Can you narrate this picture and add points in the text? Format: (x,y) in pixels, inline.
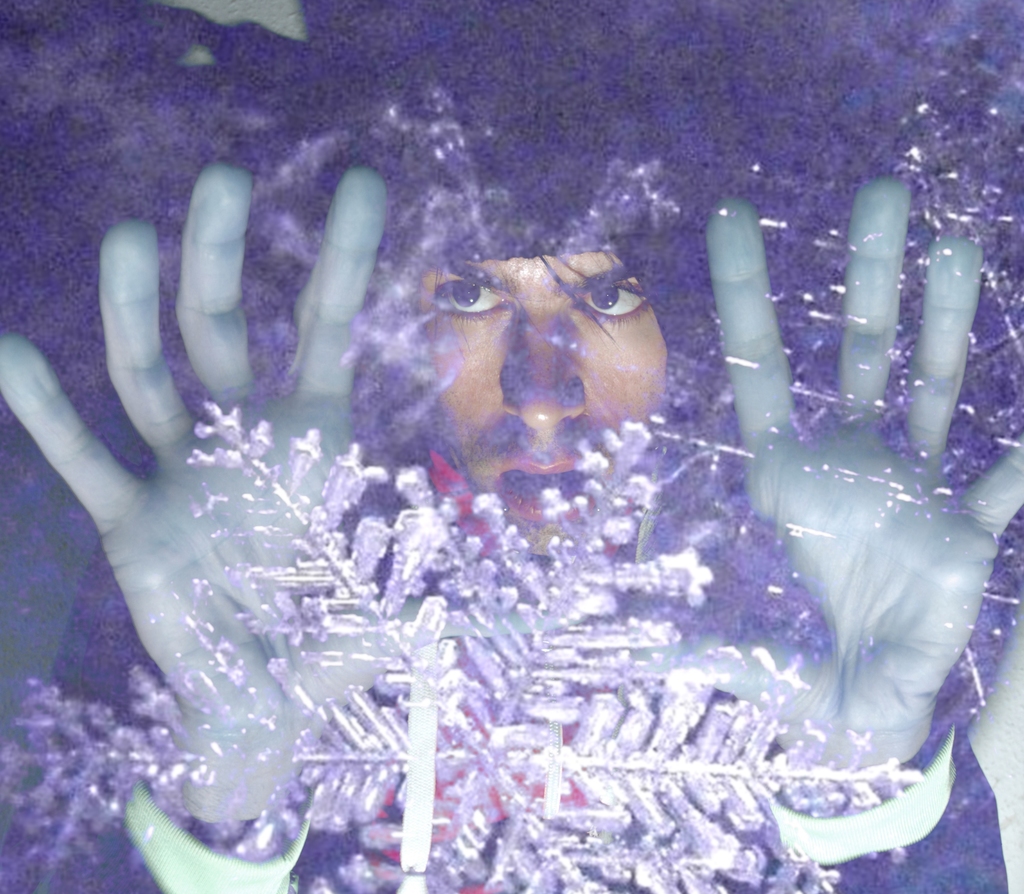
In this picture we can see a decorative item (396,708). We can see a glass (509,226). Through this glass (646,559), we can see a person (867,278).
